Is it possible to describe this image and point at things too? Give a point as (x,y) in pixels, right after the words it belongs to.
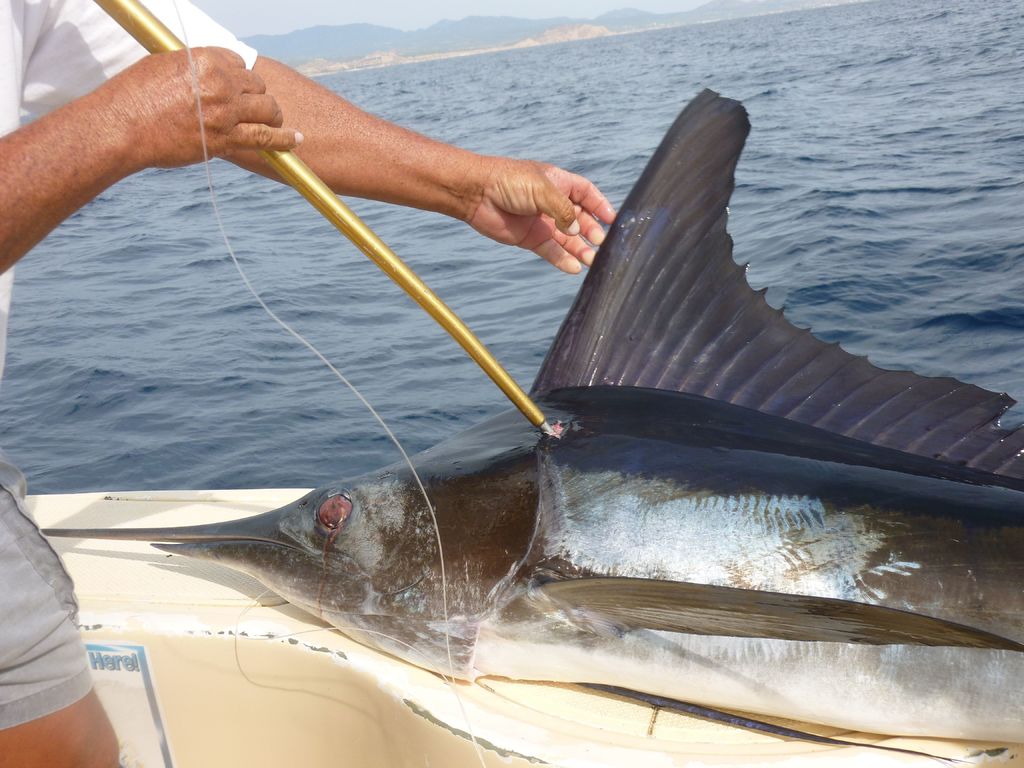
The picture consists of a fish (507,494). On the left (27,146) there is a person (20,188) holding a pole (426,307), the pole (534,409) is pierced into the fish (544,453). In the center of the picture (372,274) there is a water body (430,93). In the background (493,22) there are hills (493,22).
